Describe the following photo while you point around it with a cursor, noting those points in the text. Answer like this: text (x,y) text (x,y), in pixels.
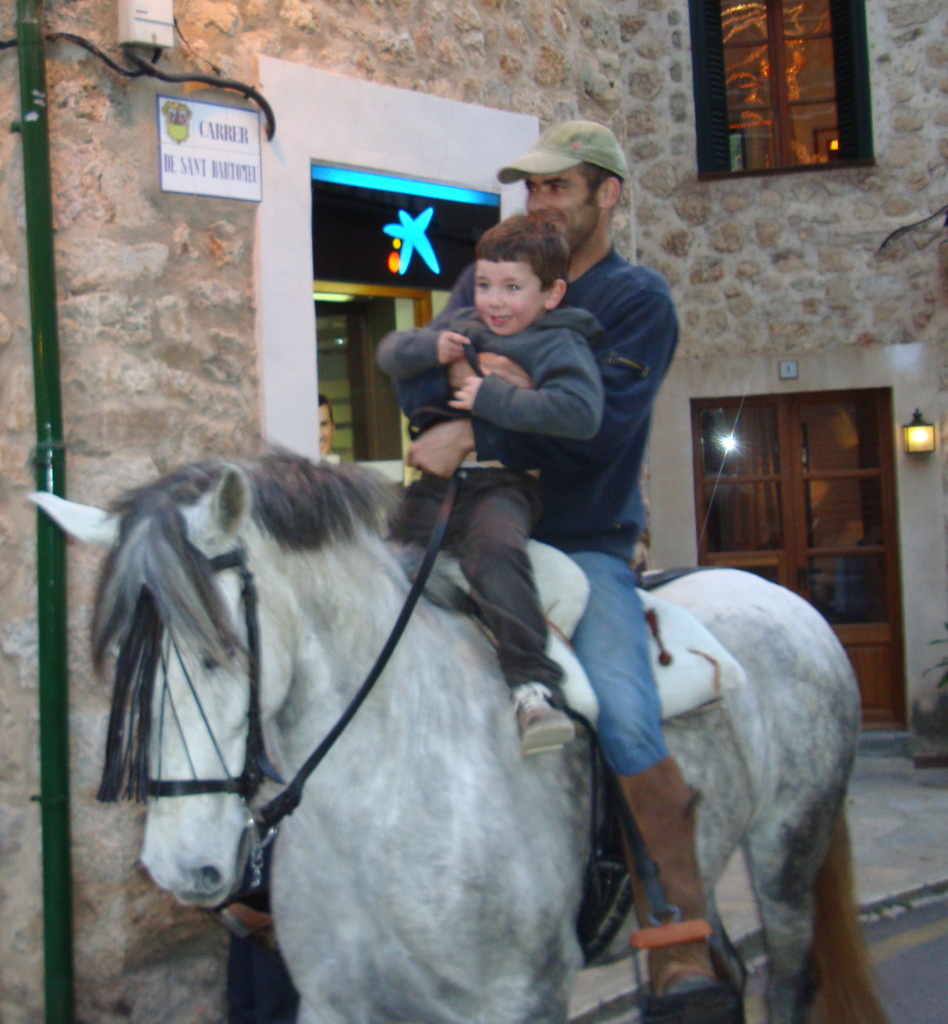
This picture shows a man (622,441) and a boy (567,323) riding horse (402,962) and we see a house (805,27).
